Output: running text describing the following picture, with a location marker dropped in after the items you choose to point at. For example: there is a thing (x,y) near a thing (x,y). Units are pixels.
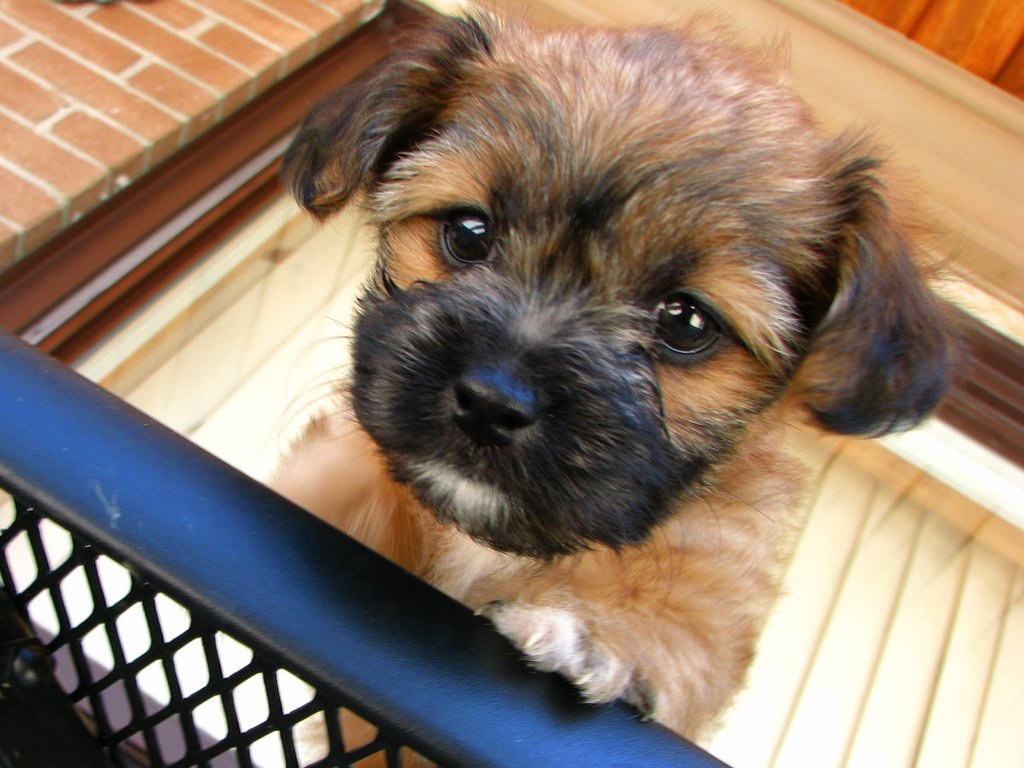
In this image I can see a puppy (488,398) is looking at the picture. At the bottom (251,548) there is a railing (409,612). In the background (110,57) there is a wall (45,109). This is a part of a building (966,285).
